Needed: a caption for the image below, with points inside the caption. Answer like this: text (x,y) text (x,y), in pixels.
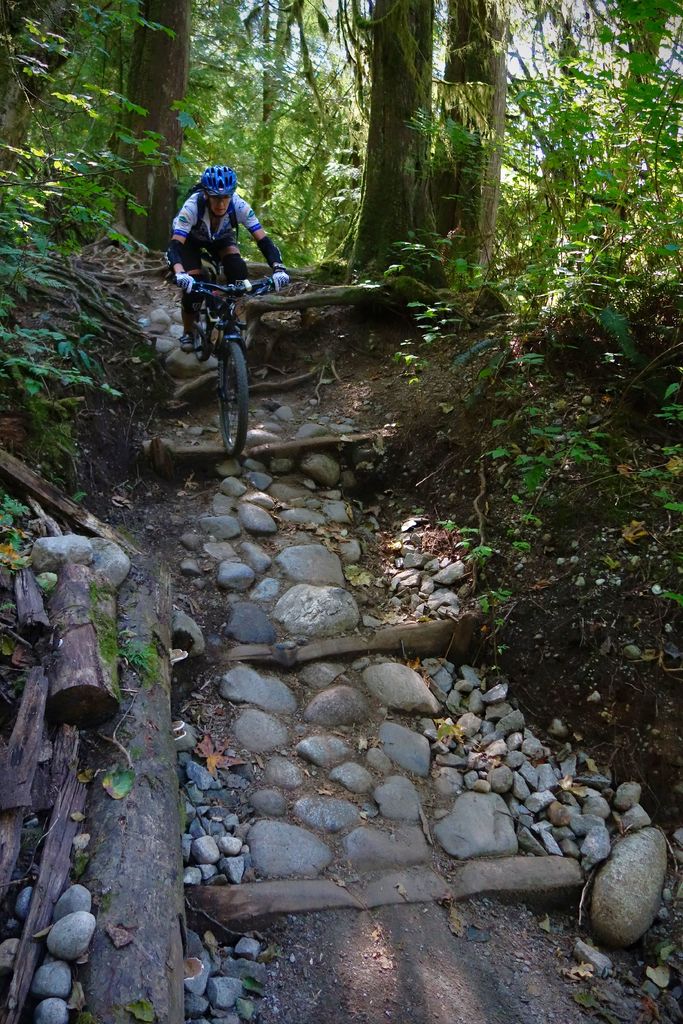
A person (231,199) is riding a bicycle (230,345), wore a helmet (212,185) and bag (233,216). Here we can see rocks (424,594), branches (84,574), plants (87,338) and trees (343,34).
